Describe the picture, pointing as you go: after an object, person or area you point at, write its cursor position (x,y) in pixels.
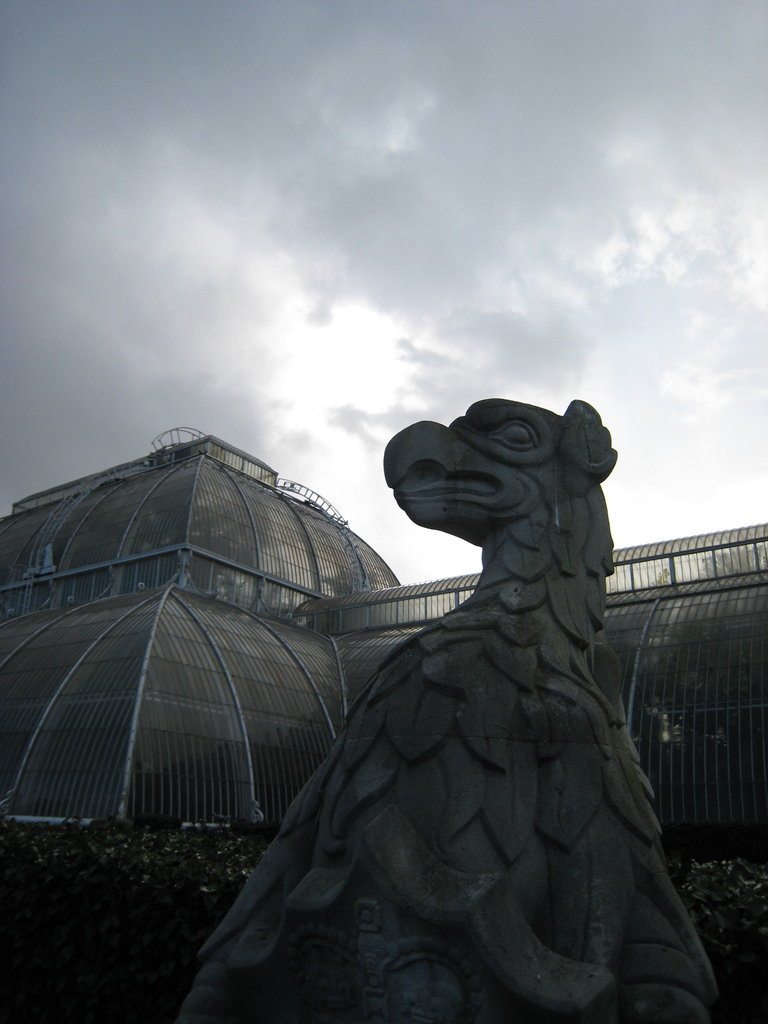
In this image there is the sky (417,237), there is a building (233,547) truncated, there are plants (126,844), there is a sculpture (434,832) truncated towards the bottom of the image (442,956).
